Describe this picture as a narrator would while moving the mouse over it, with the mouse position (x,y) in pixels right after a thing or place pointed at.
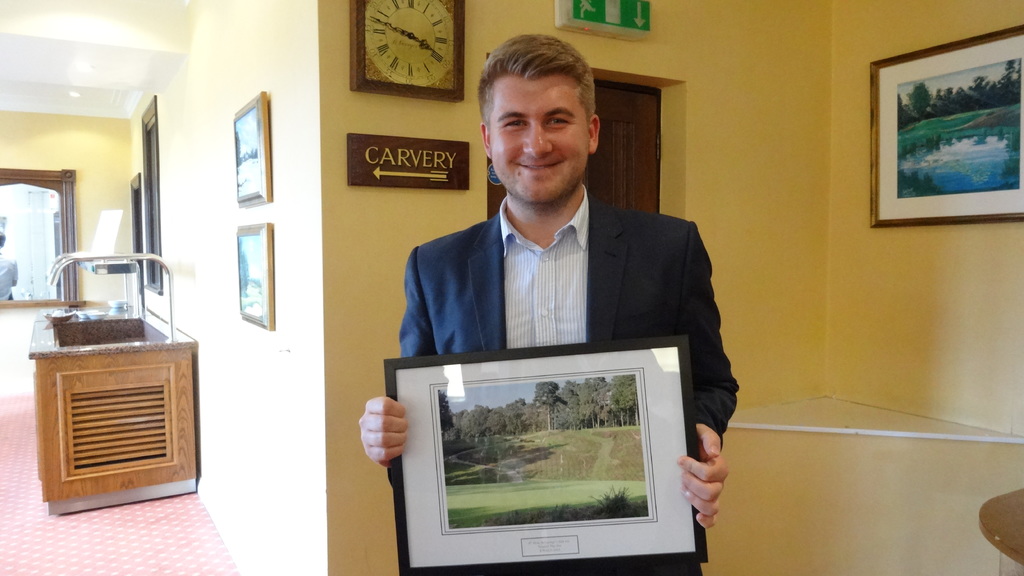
In this image I can see the person (473,283) wearing the blazer (492,285) and the shirt (533,286) and holding the frame (518,465). In the background (400,55) I can see the clock (399,88), boards (368,146) and some frames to the wall (489,40). To the left (173,418) I can see the table (76,424) and some objects (77,317) on it. I can also see the mirror (52,207) to the wall (51,143).
